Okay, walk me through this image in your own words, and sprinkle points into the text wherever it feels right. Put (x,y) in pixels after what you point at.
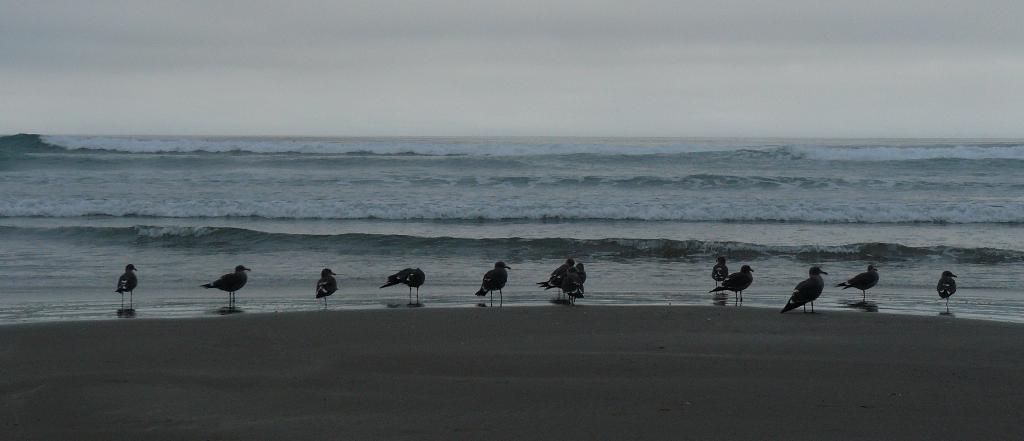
In this image we can see a few birds (574,273), also we can see the sea (545,184), and the sky (602,117).
